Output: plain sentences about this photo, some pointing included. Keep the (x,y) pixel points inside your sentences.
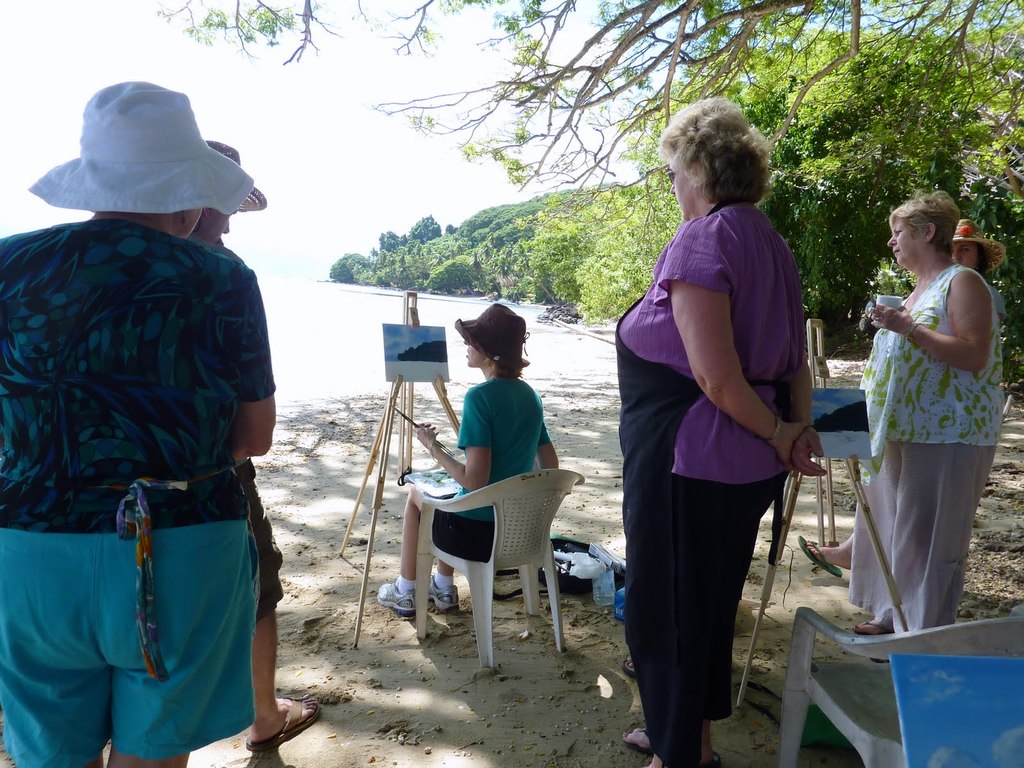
As we can see in the image there is a sky (218,49), few people (162,270) standing over here and there is a woman (486,453) sitting on chair (496,521).
